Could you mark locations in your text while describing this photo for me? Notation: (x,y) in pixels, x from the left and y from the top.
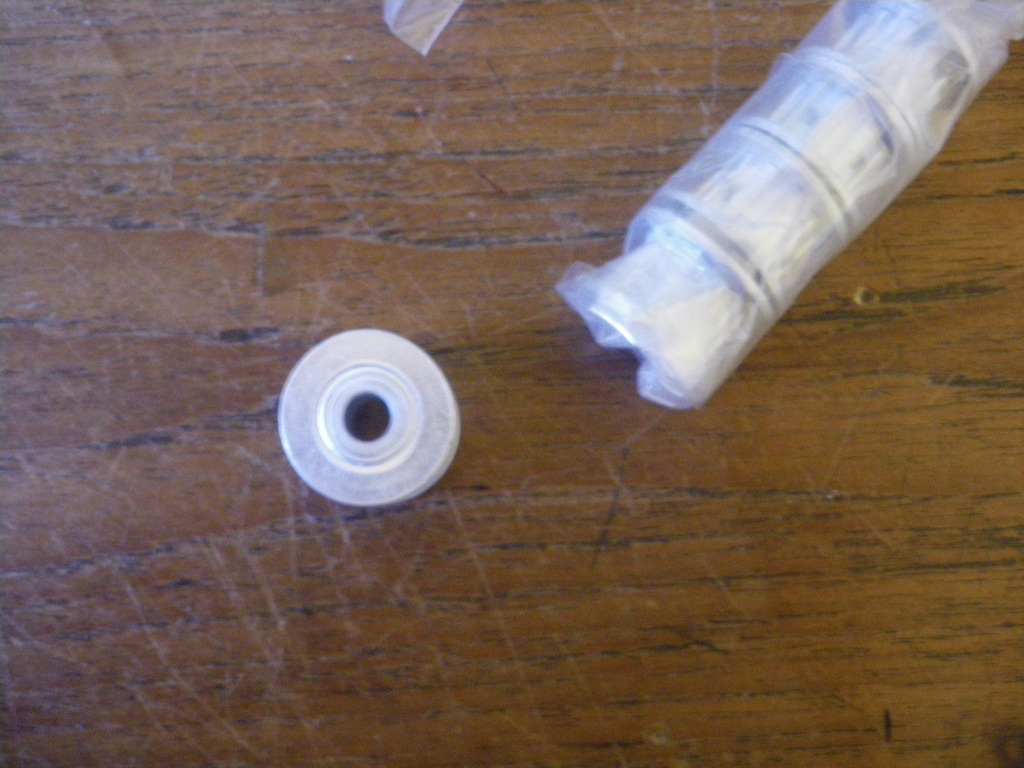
In this image there are two objects (962,67) on the table (522,235).
